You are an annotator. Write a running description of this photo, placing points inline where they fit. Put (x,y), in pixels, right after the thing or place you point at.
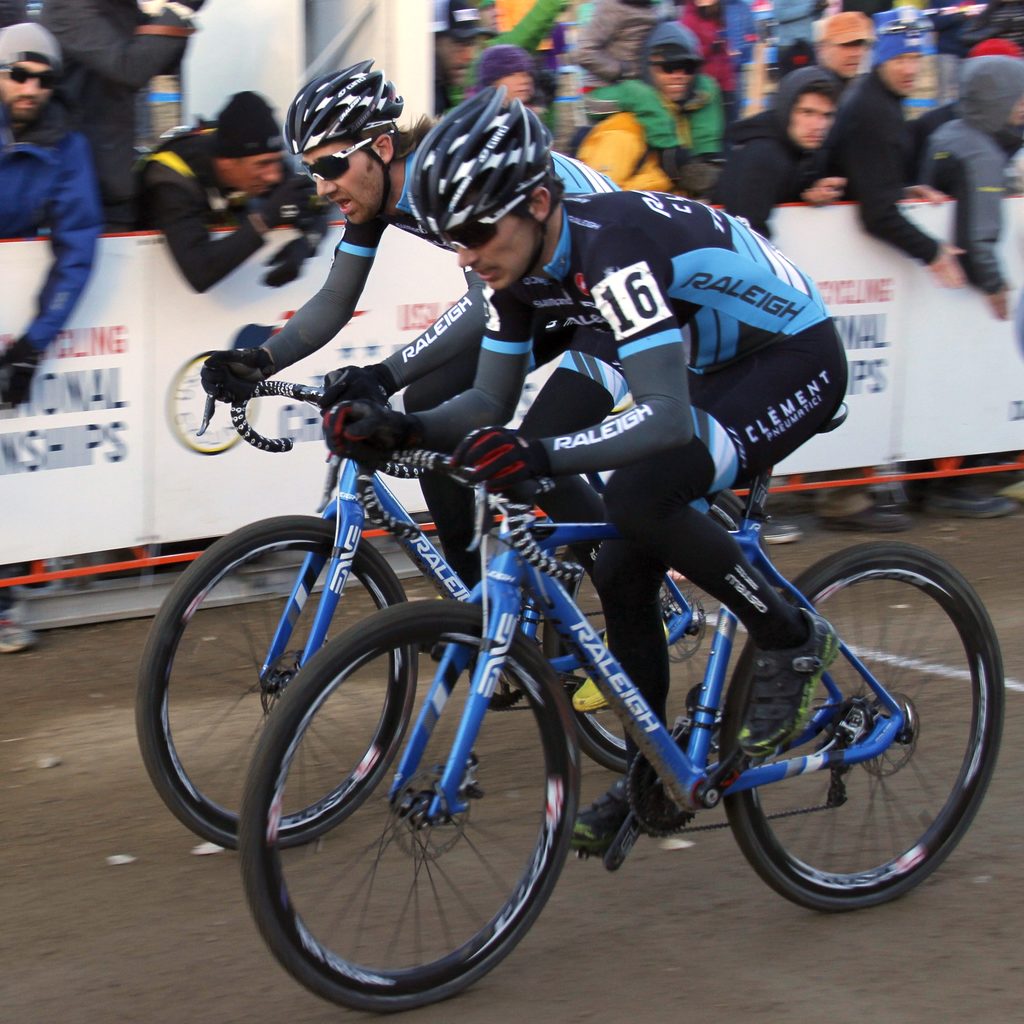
There are two persons (641,291) wearing helmets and gloves (380,399) is riding cycles (377,642). In the back (308,458) there are banners (922,374). Also there are many people (456,50). Some are wearing caps (475,32) and goggles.
